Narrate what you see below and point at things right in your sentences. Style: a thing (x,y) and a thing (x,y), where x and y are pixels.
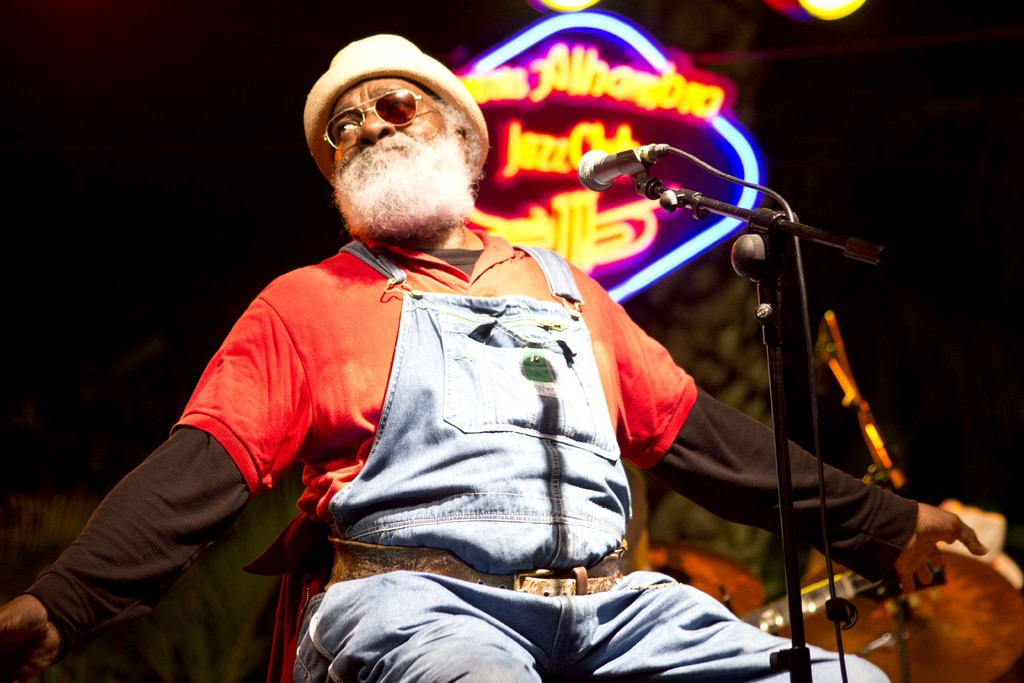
There is one man (472,517) sitting and wearing goggles (389,90) and a cap (393,72) in the middle of this image (449,340). There is a Mic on the right side of this image (760,244), and there is a board (573,133) with lights (553,146) at the top of this image (652,35).
